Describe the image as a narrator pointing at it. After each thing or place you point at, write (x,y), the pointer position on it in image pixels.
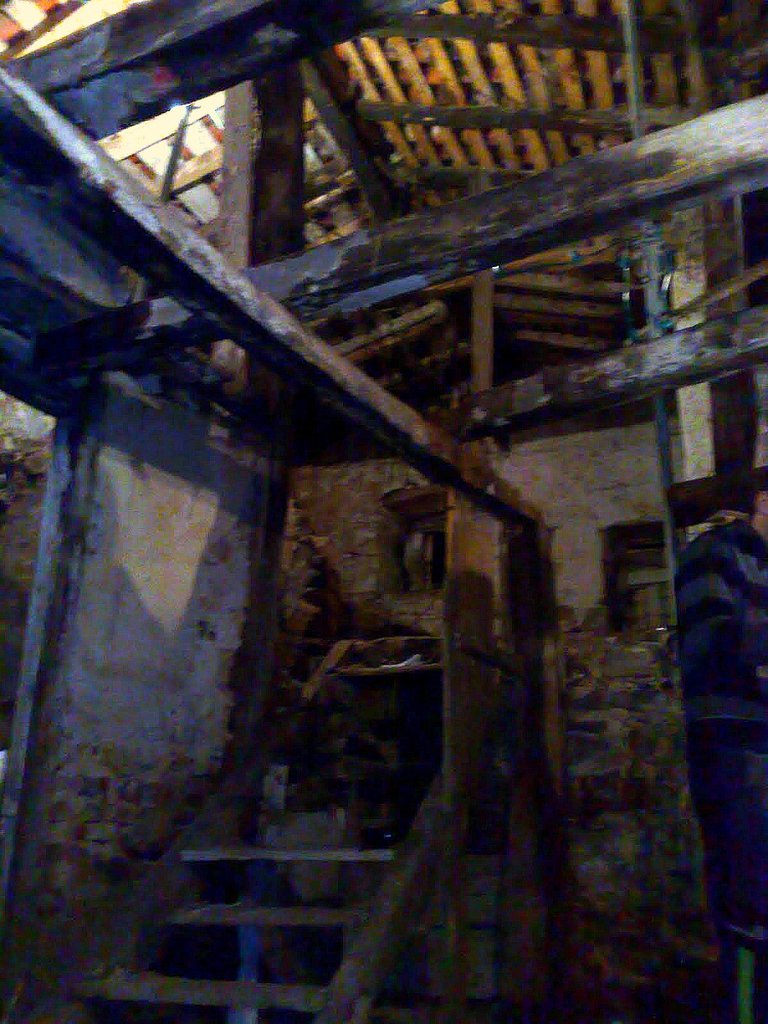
This image consists of a house (264,735). In the front (196,950), we can see the steps (283,992). At the top (419,229), there is a roof (523,350). On the right (720,620), we can see a person (705,634). In the background (305,653), there is a wall (20,536).
